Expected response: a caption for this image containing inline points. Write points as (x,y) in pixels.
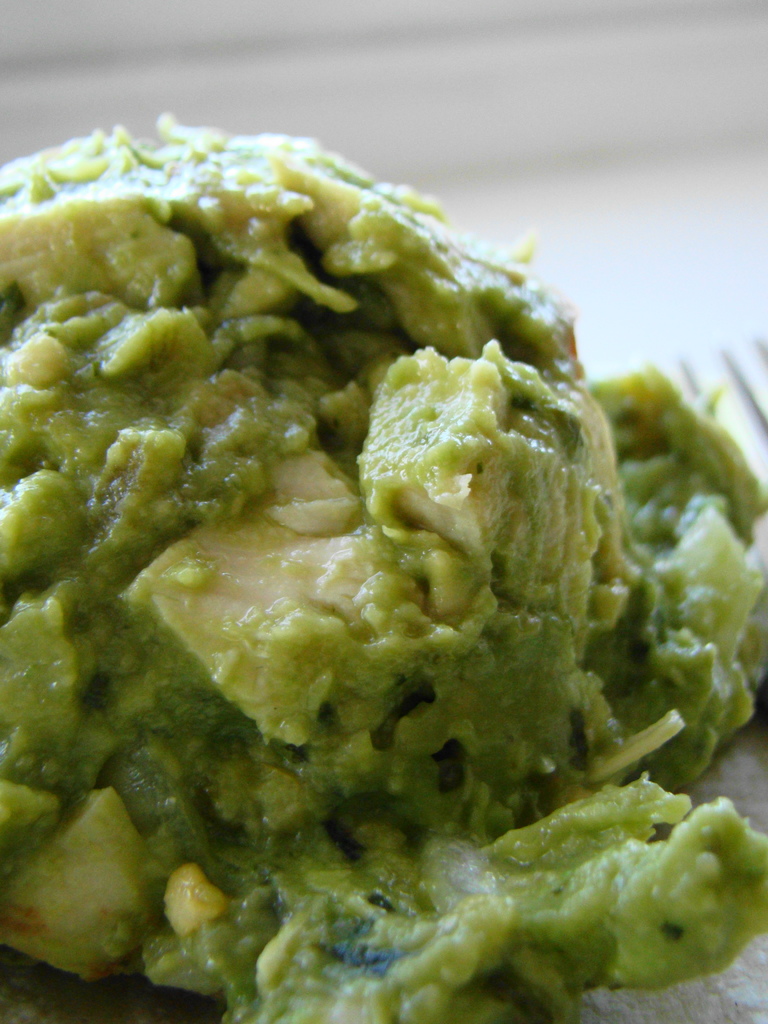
In this picture we can see some food (290,648) in the front (244,385), there is a blurry background (586,81).
